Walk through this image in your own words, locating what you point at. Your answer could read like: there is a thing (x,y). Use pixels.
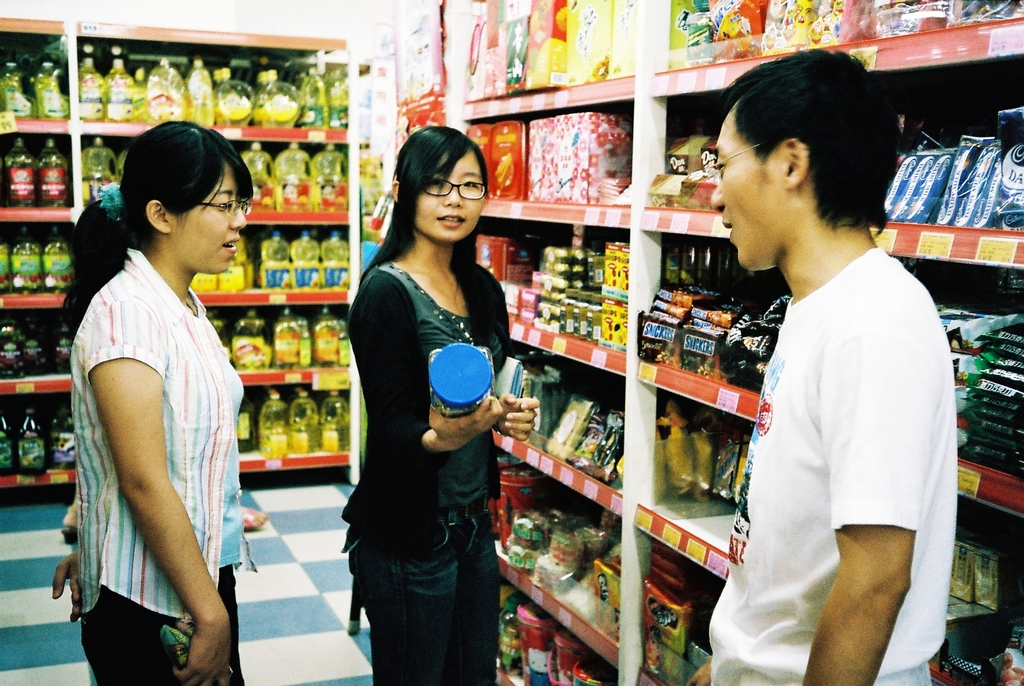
In this image I can see in the middle (473,439) a woman (483,478) is holding the box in her hand (484,428), she wore spectacles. On the left side (202,226) another woman (165,478) is standing, she wore white color top (206,416). On the right side (857,254) a man (848,254) is standing, he wore white color t-shirt (804,445). It looks like a supermarket (10,571), there are items (330,250) that are arranged in the racks (307,226).
